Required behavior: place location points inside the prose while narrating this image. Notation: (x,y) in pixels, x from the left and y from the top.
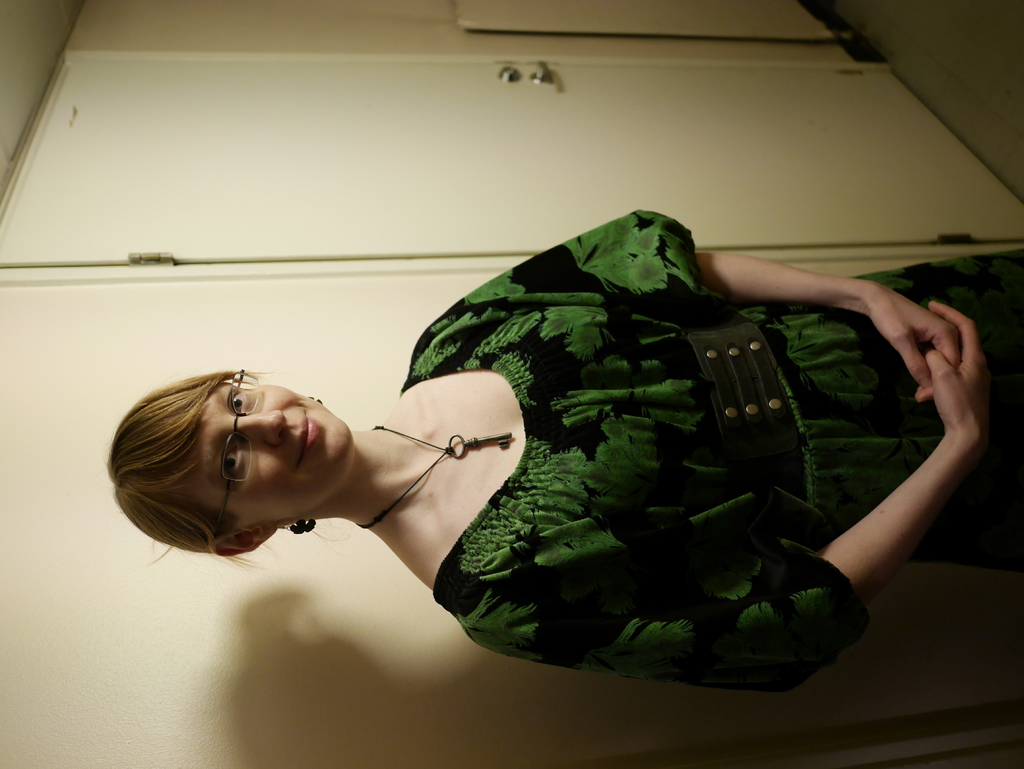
In the image we can see there is a woman (585,474) standing and she is wearing a green colour dress (662,476). Behind there is a door (530,193) which is in white colour. The woman (405,535) is wearing spectacles (235,459) and there is key necklace (474,443) around her neck (392,491).
